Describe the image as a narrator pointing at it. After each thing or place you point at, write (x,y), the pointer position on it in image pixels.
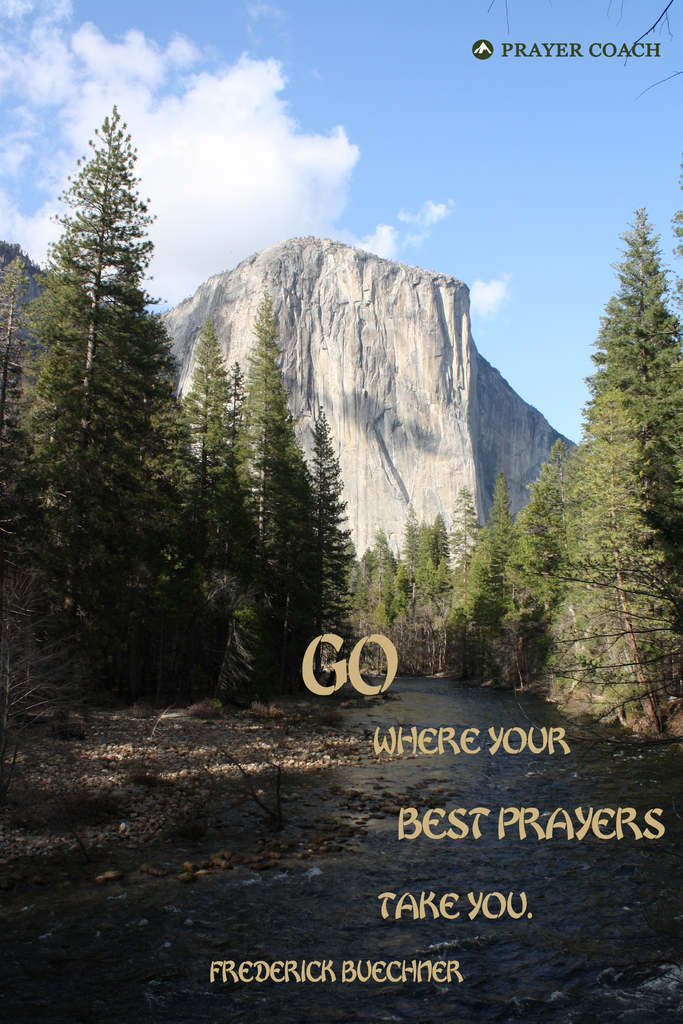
In this image there is a water surface (439,760), on either side of the water surface (459,726) there are trees (488,598), in the background (400,411) there is the mountain (413,331) and the sky (485,71).
